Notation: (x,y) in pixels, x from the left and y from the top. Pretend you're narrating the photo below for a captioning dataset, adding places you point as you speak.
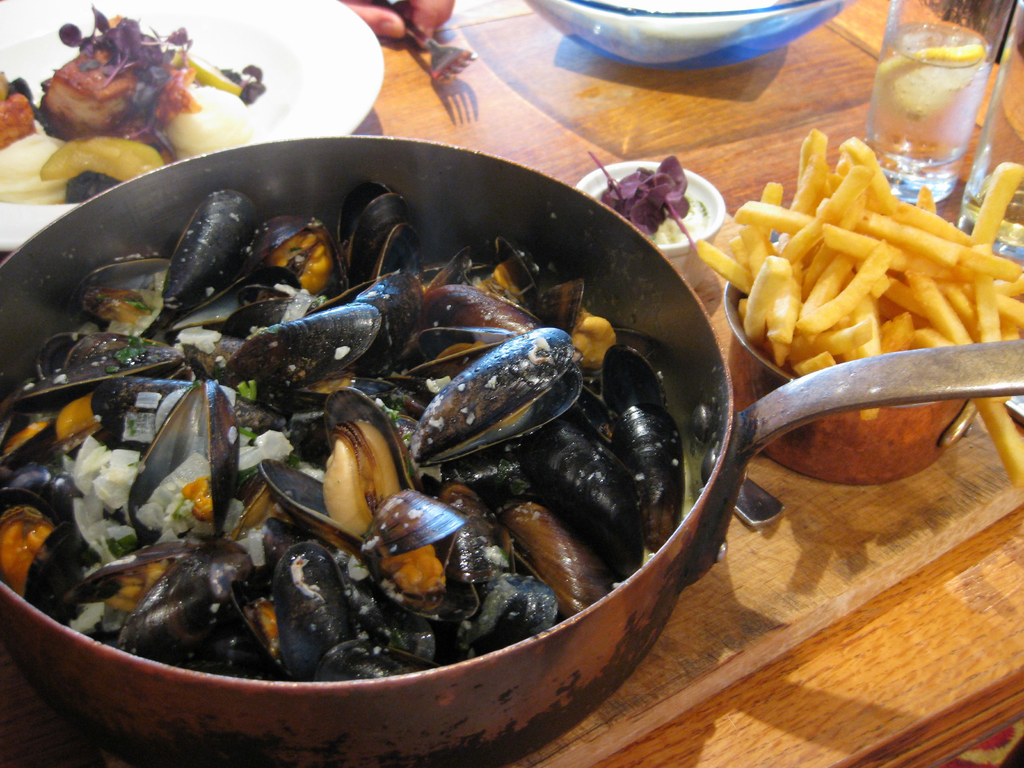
In this picture we can see some mussels (252,671) in the pan (551,726). Beside we can see french fries (881,261) and water glass (925,140), placed on the wooden table top (777,124).
